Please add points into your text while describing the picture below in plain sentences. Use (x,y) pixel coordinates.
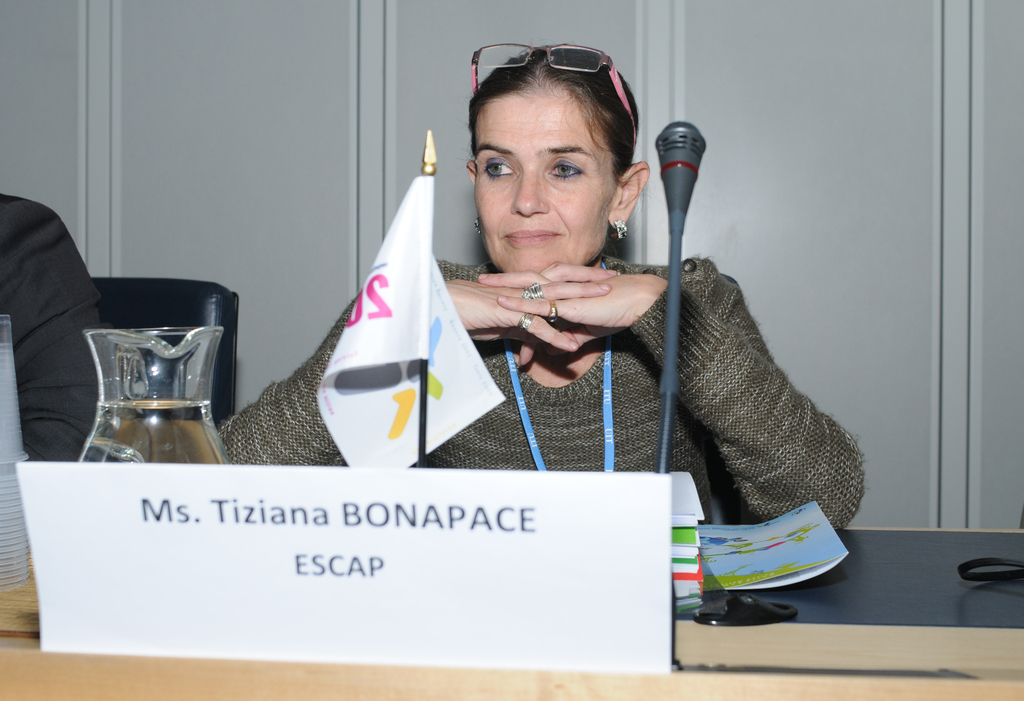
In this image I can see a person (585,204) sitting wearing gray color shirt (507,431), in front (331,366) I can see few books (676,527), a flag (466,422) in white color, microphone (678,135), jug (201,427) on the table (969,546). Background wall (160,130) is in white color.
